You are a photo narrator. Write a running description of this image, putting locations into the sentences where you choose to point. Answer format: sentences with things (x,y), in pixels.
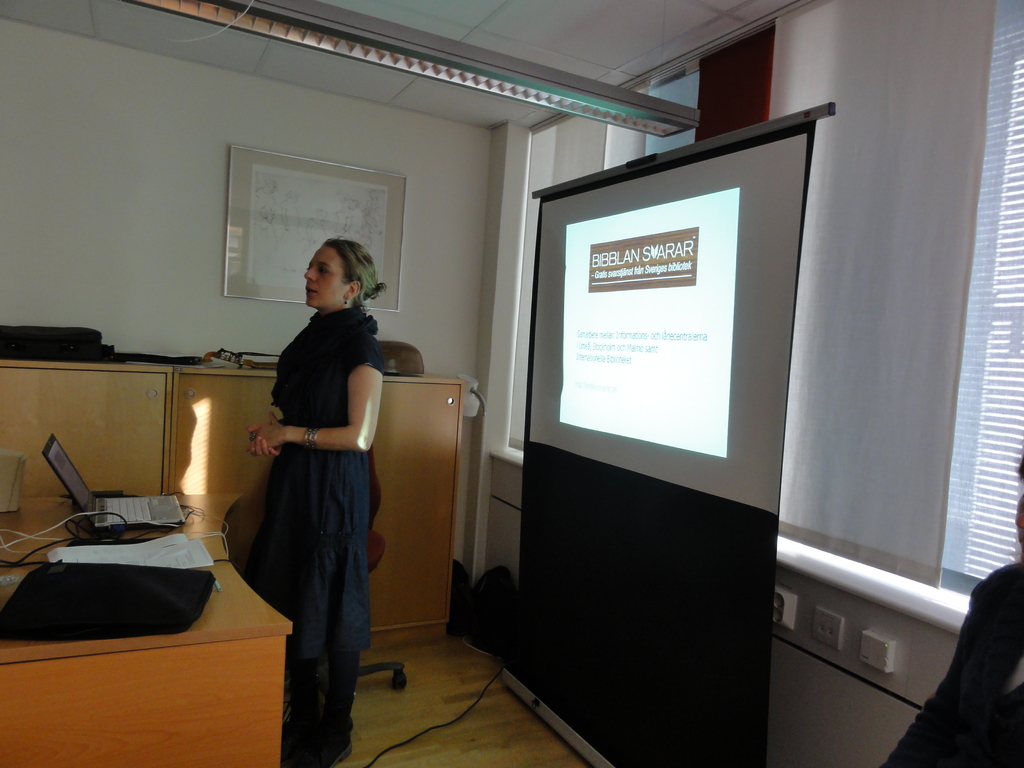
Here we see a woman (347,250) standing and we see a laptop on the table (202,736) and we see a projector screen (571,450) on her back.
